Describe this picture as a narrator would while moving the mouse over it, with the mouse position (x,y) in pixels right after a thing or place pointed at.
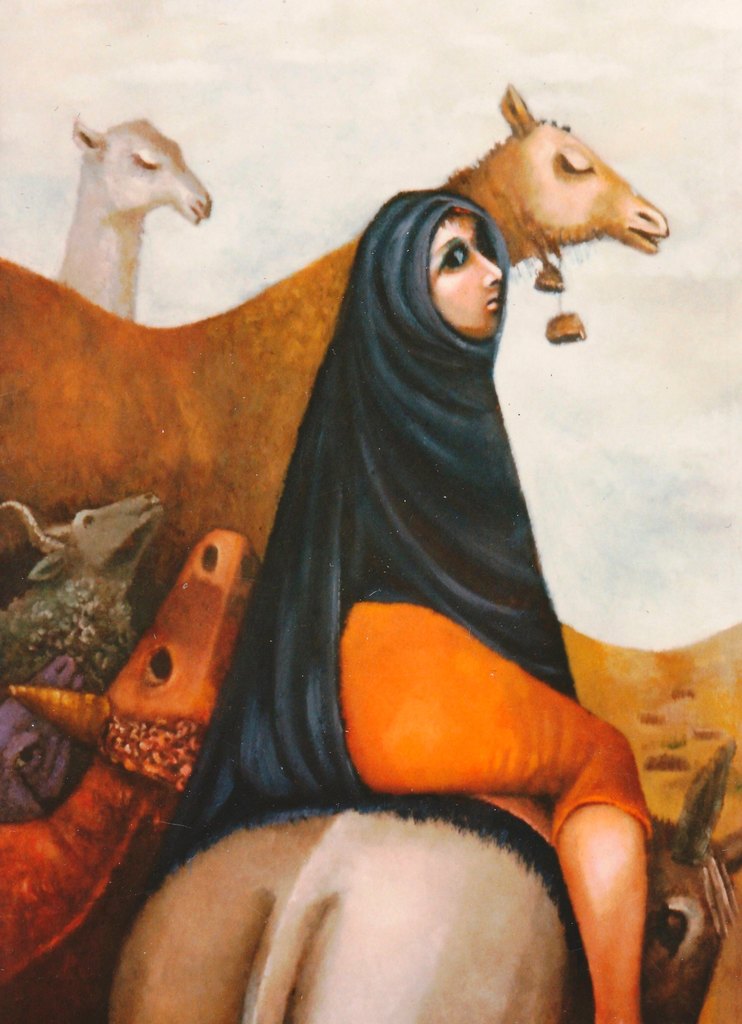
In this image we can see a picture (322,756) in which there are animals (368,829) and a woman (371,575).
